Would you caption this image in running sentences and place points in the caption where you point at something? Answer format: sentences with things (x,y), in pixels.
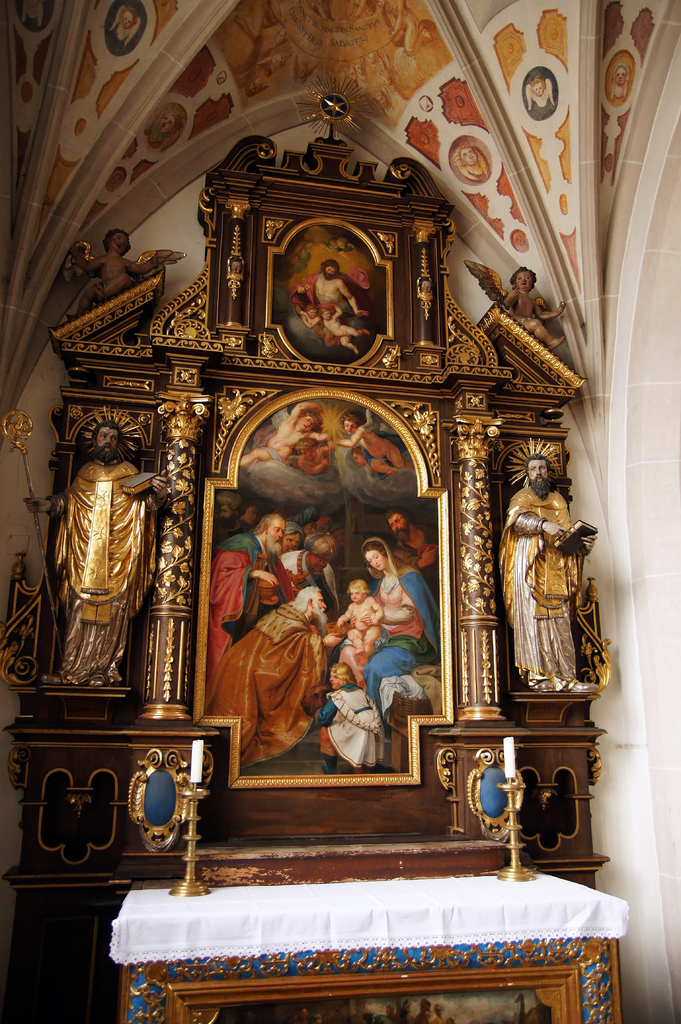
This image consists of a photo frame (287,566). In the front (482,999), we can see a table (355,973) on which there are candle stands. And it is covered with a white cloth (319,937). In the background (51,345), we can see a wall (666,625). On the left (130,596) and right, there are idols (119,666). At the top (460,8), there is a roof (272,83).
